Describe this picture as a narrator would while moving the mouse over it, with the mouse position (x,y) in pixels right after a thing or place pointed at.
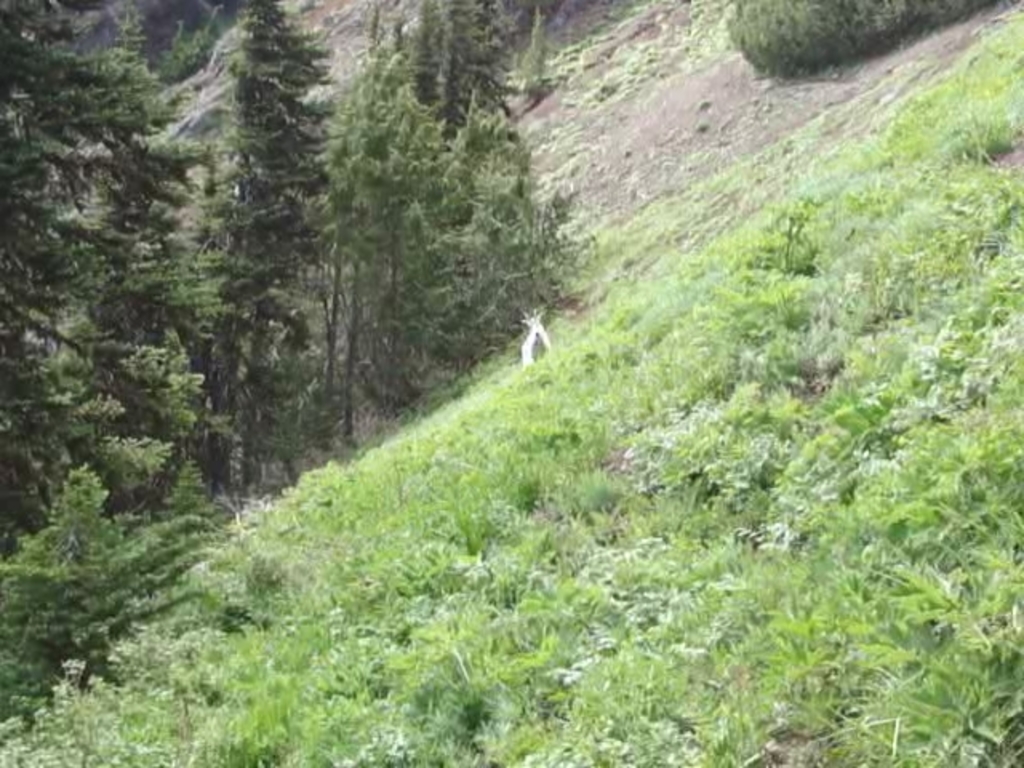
In this image I can see some grass (640,417), the ground (625,130) and few trees (147,267) and I can see a white colored object (536,341).
